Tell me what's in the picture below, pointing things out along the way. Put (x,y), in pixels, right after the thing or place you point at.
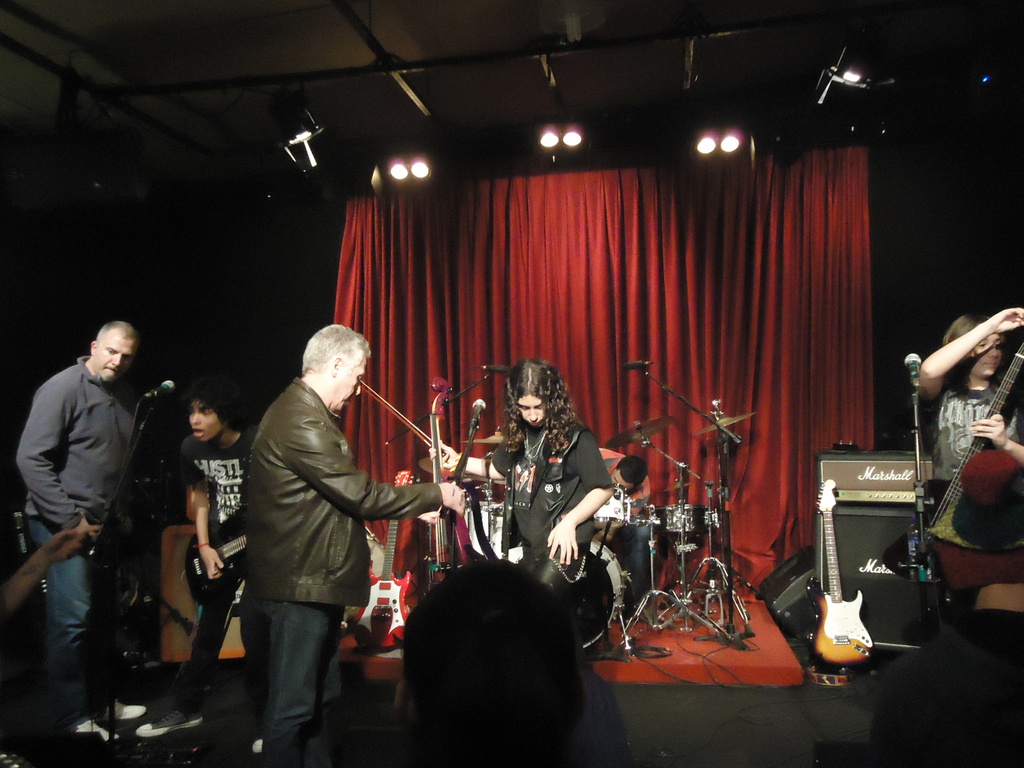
This Image is clicked in a musical concert. There are lights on the top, there is a curtain (689,348) in the back side (663,305) which is in maroon color. There are so many people (407,630) in this image. Some of them are playing musical instruments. There are mikes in front of them, behind them there are drums (676,517). There is a person (625,537) who is playing drums (691,515).
